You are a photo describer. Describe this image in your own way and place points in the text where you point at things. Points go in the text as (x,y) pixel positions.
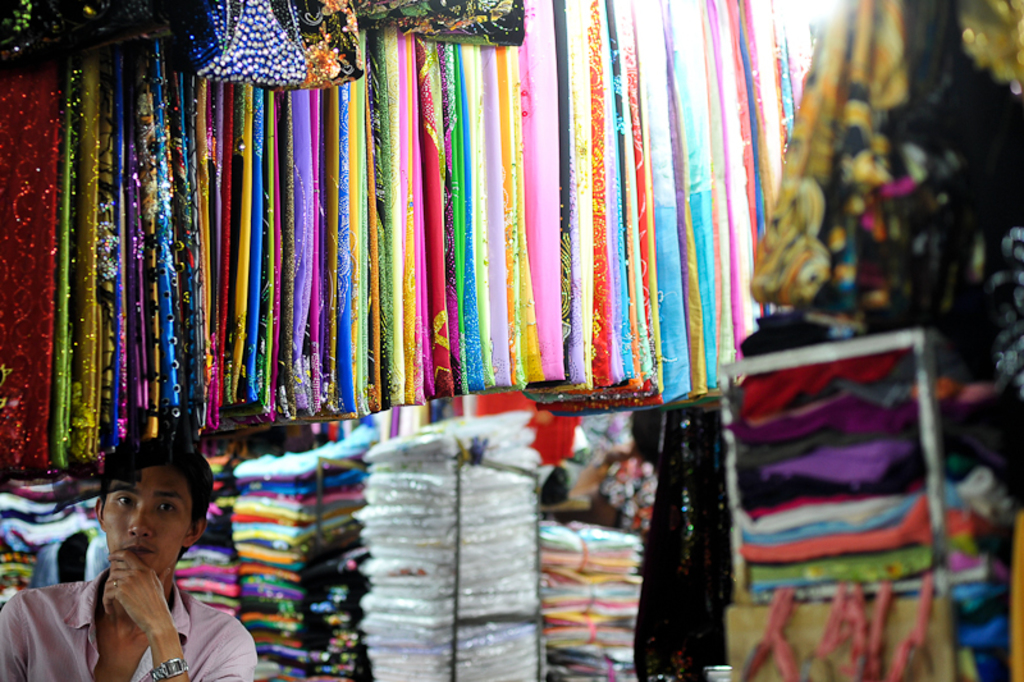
In this image, we can see colorful clothes (689,196). There is a person (77,622) in the bottom left of the image (104,606) wearing clothes (82,640) and watch (174,661).
